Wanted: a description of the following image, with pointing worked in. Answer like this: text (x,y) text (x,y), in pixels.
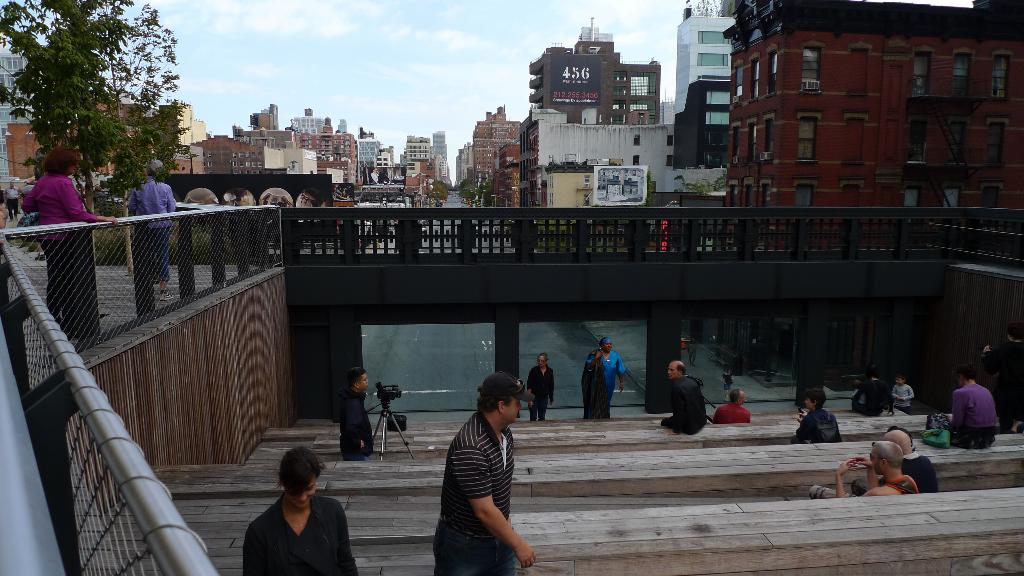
As we can see in the image there is a clear sky (319,43) and there are lot of buildings (488,129) in an area (736,123). There is a black bridge (720,264) and on the other side of the bridge (441,303) there is a clear road (449,333) and over here there are lot of people (495,459) gathered. Few people (672,397) are sitting and standing and these benches (628,465) are made up of wood (647,454). A man (364,423) over here is standing with video camera (384,396) which is kept on stand (383,427). On the other side of the bridge (596,263) there are people (66,218) who are standing by taking support of the fencing (154,263) in front of them there is a tree (107,135).
